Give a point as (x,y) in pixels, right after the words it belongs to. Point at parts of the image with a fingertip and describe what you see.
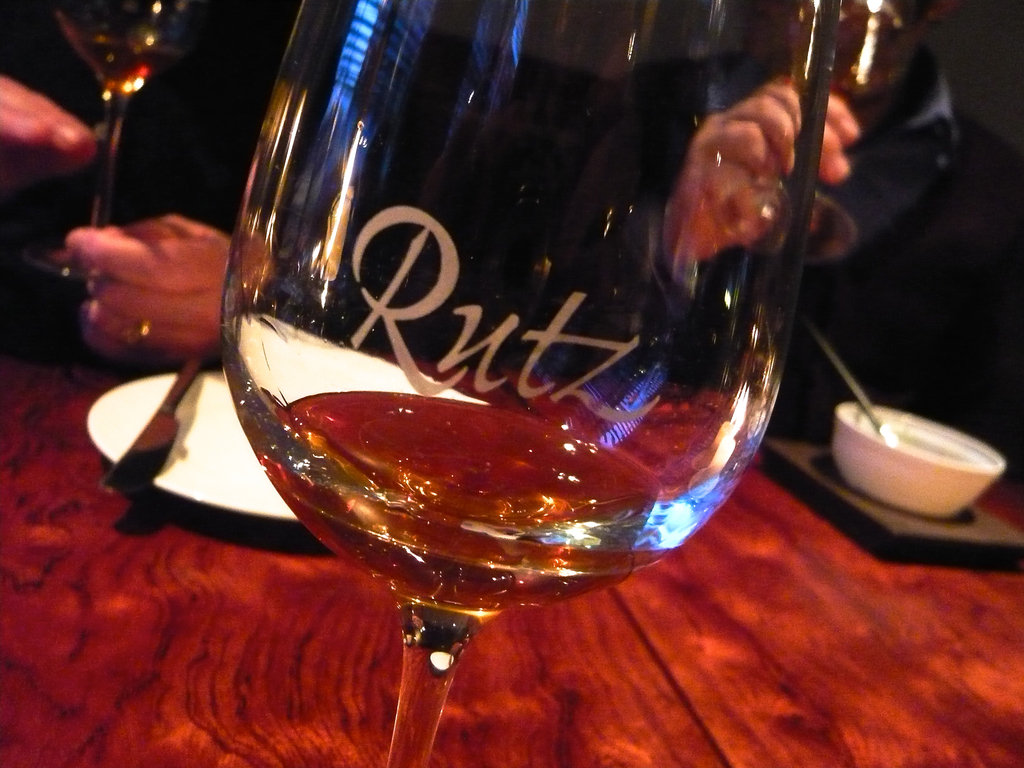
At the bottom of the image (329,632) there is a table (293,632), on the table (233,632) there is a glass (592,564) and plate (92,422) and knife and bowl (978,465) and spoon (875,412). Behind the table (291,718) a person (13,104) is sitting.
